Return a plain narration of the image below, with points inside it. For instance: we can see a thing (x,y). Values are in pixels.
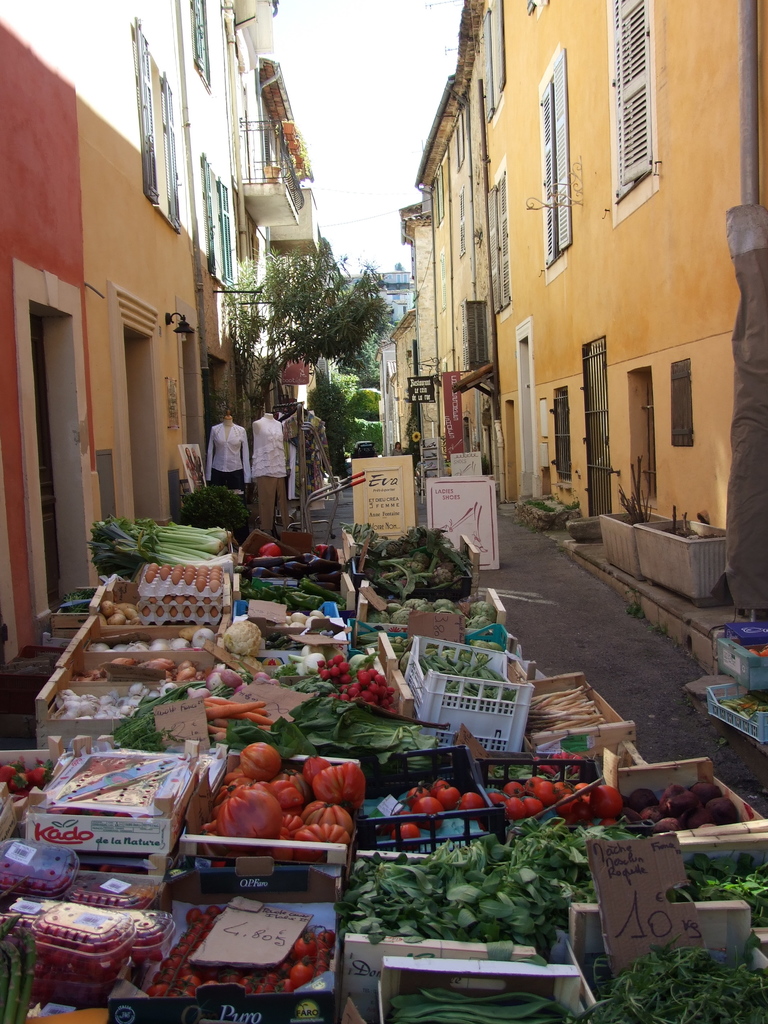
In the picture there are many fruits (17,775), vegetables (252,736) kept in the boxes (359,959) and behind that there are two mannequins (229,465). All these things (446,910) were kept in between the path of some buildings (154,192) and in the background (304,357) there are few trees (332,428).
